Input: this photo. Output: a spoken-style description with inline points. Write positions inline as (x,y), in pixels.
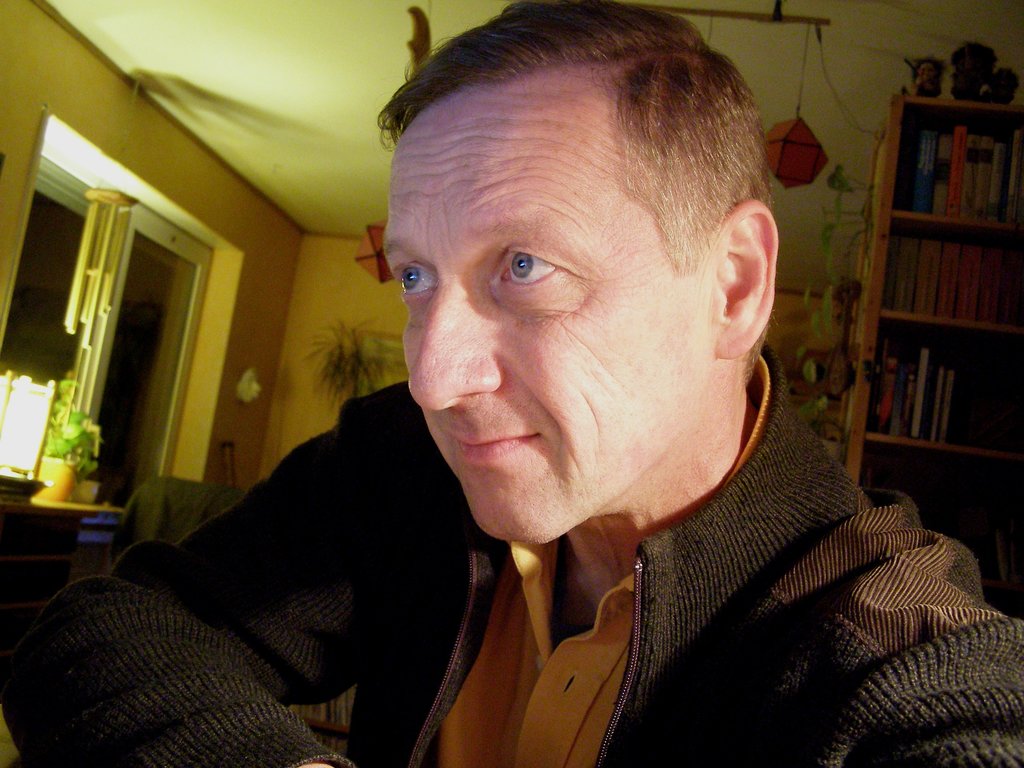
This picture shows a man (573,317) seated. He wore a coat (294,642) and we see books (959,158) in the book shelf (878,294) and glass window (142,359) and lantern (817,162) hanging and we see couple of plants (839,170).
